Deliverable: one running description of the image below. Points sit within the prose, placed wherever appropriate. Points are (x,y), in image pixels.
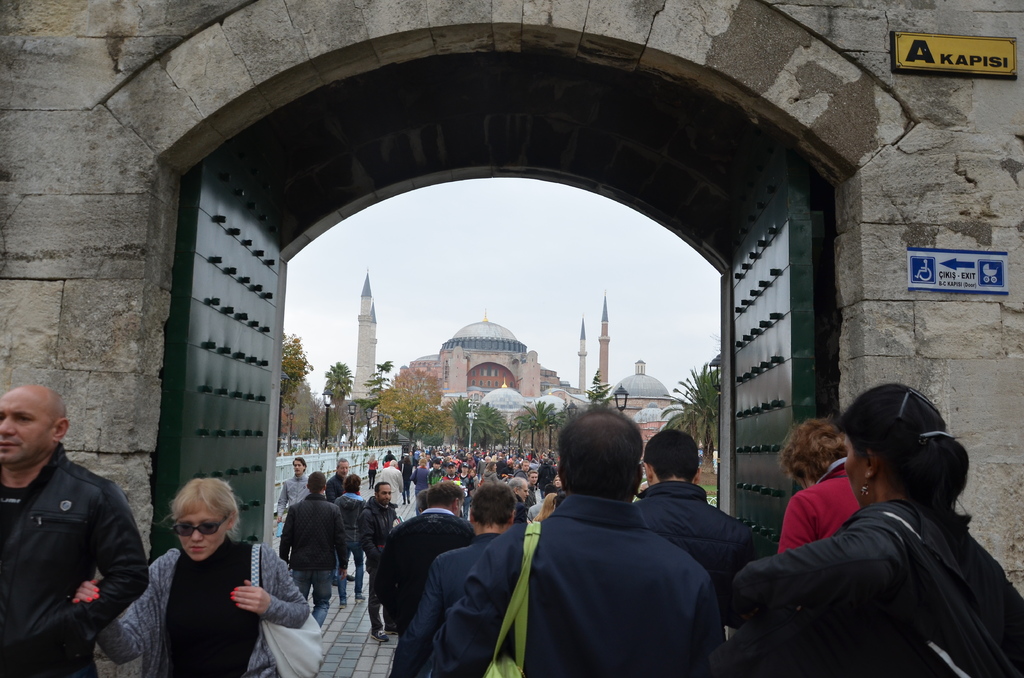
In this image I can see group of people (478,575). In the background (481,379) trees (406,394), poles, a building (502,362) and the sky (478,236). Here I can see gates (789,293) and a wall (73,228) which has some boards (991,258) attached to it.
